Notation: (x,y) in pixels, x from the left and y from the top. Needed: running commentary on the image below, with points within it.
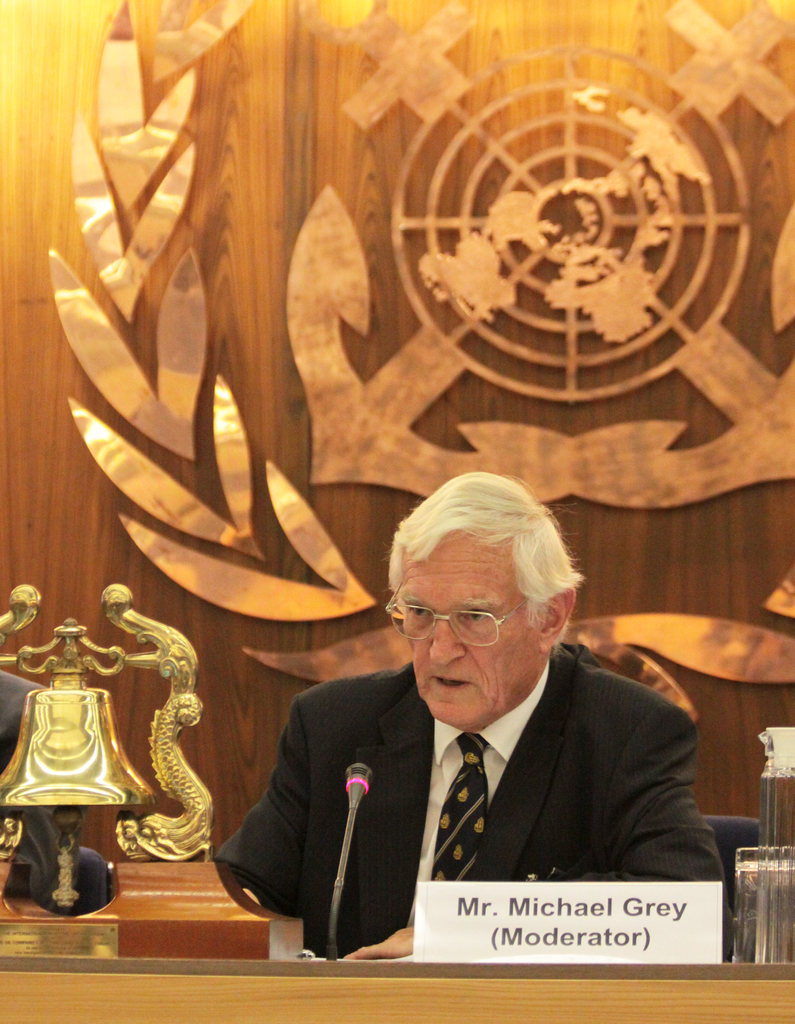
In this image, there is a person (536,676) wearing clothes (634,792) and sitting on the chair (758,837) in front of the table (399,1019) contains a mic (352,829). There is logo (425,228) at the top of the image (415,84). There is a bell (108,751) in the bottom left of the image (111,745).
